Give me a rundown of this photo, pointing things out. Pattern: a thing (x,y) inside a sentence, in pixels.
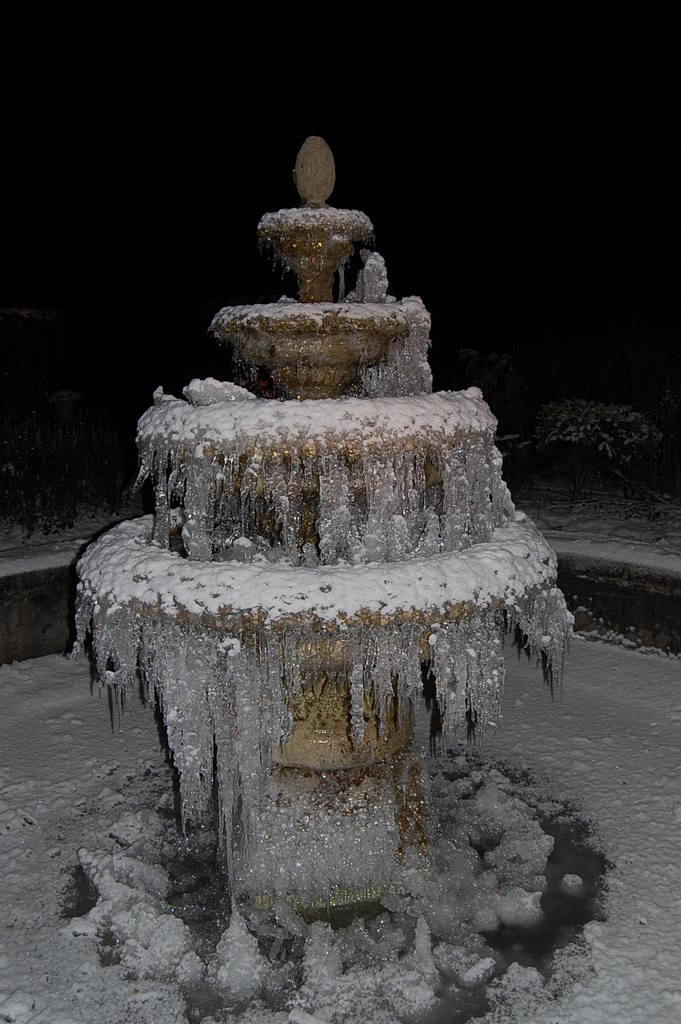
In the picture we can see a fountain (426,867) and it we can see full of ice (467,889) and snow (101,555), besides also we can see a snow surface (498,851).
